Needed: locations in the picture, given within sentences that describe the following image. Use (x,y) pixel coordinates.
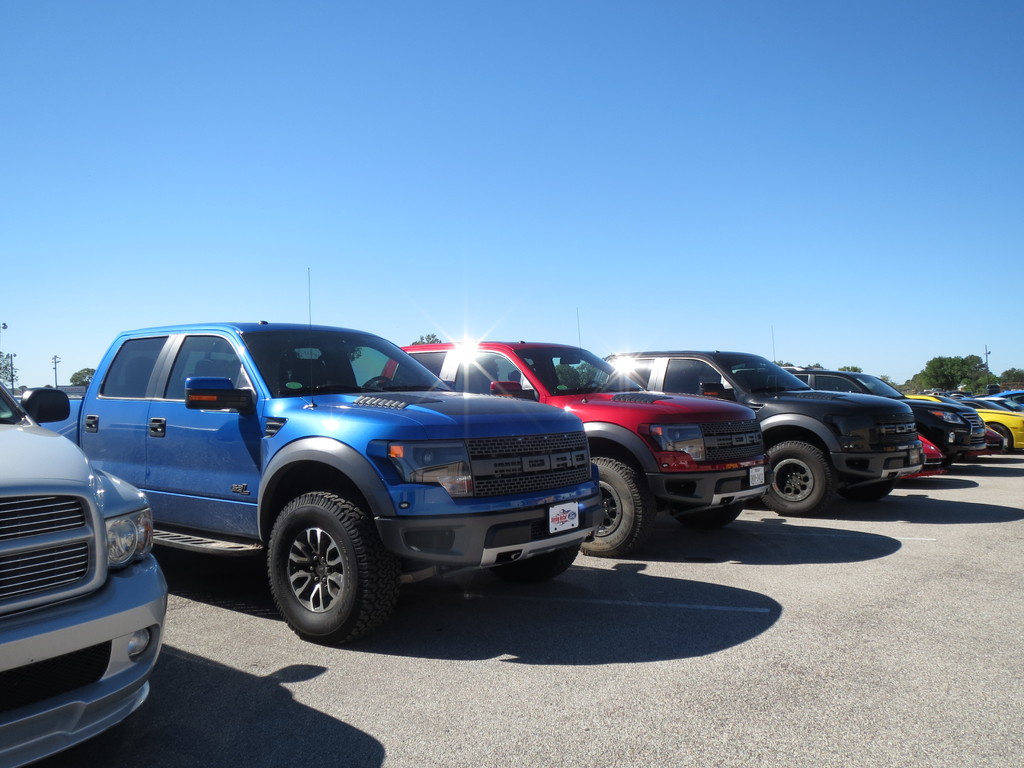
This image is clicked on the road (694,589). There are many cars (291,460) parked on the road (787,585). In the background (971,370) there are trees (962,368) and poles (56,358). At the top (470,161) there is the sky (583,160).
